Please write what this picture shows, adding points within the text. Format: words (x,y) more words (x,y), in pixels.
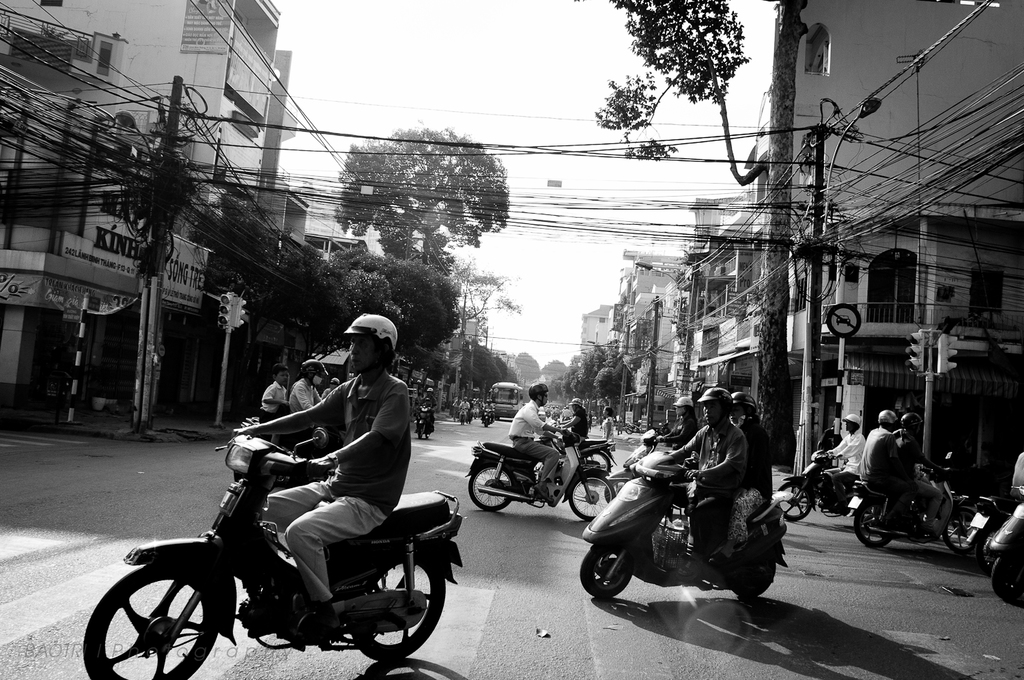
On a road (281,656) there are few people (517,420) riding on bike (528,494) and there is a bus (514,393) on road (507,428). On the other side there are buildings (814,41) and trees (487,387).
